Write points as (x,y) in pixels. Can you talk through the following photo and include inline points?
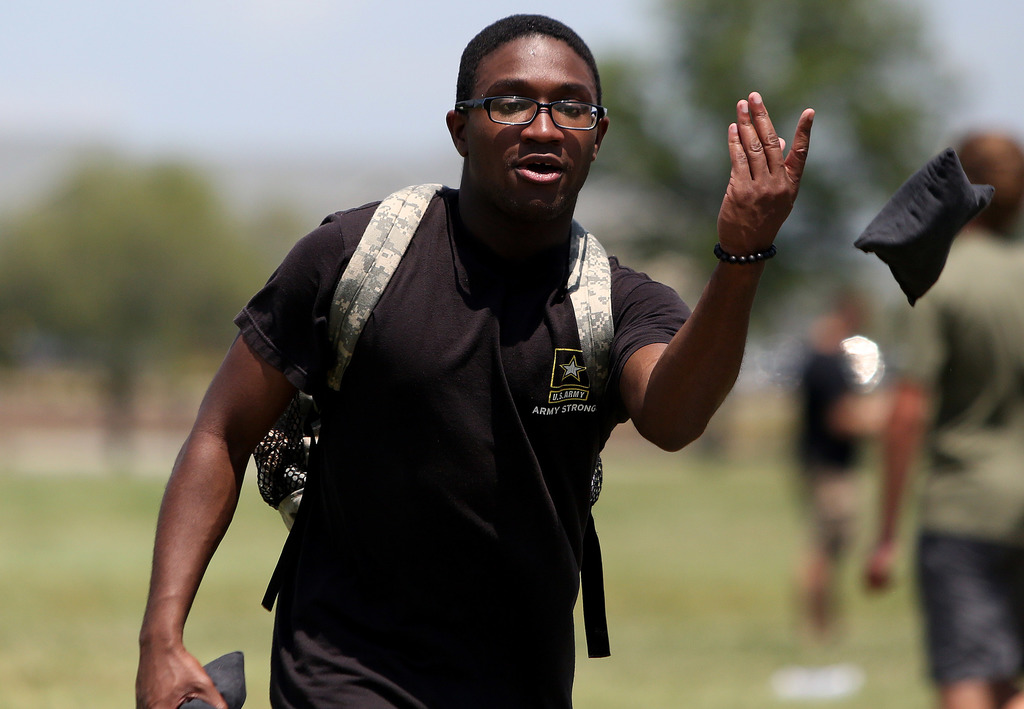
In this image we can see a person (387,383) carrying a backpack (341,330). On the right side (925,471), we can see two persons (980,379) and a black object (918,237) in the air (888,170). The background of the image (12,274) is blurred.
